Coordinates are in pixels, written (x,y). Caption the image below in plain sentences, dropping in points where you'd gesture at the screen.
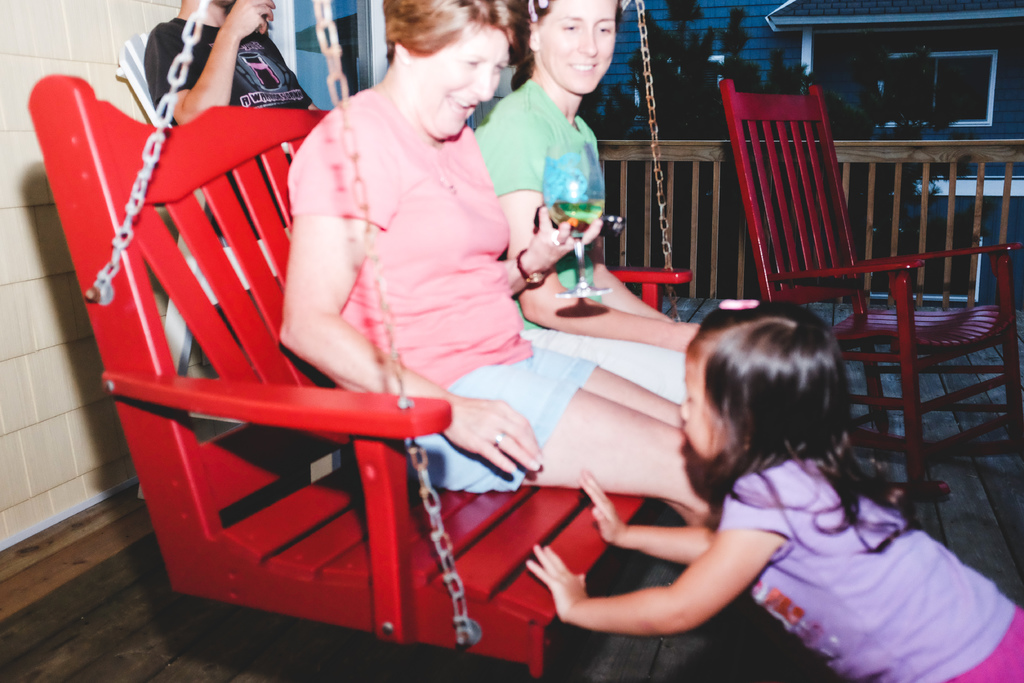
This picture is of outside. On the right (807,497) there is a girl (785,520) standing and seems to be pushing the swing (514,550). In the center (492,288) there are two women (558,279) smiling and sitting on the red color swing (401,415). On the right (776,169) we can see a red color chair (953,314). In the background (947,64) there is a building (985,57), tree (741,48), a person (216,58) sitting on the chair (143,68) and the wall (39,57).
